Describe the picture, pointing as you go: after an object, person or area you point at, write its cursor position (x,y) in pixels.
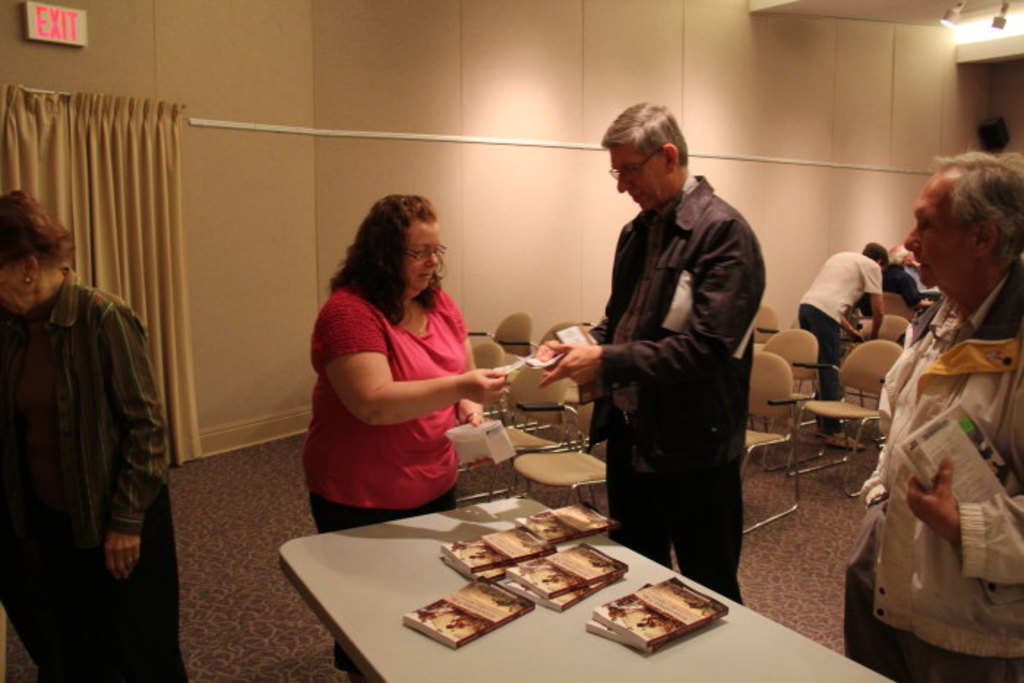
Here we can see two persons (633,339) are standing and holding papers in their hands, and in front (558,568) here is the table (491,519) and books (545,568) on it, and here are the chairs (770,358) on the floor (811,482), and here is the curtain (107,229).
